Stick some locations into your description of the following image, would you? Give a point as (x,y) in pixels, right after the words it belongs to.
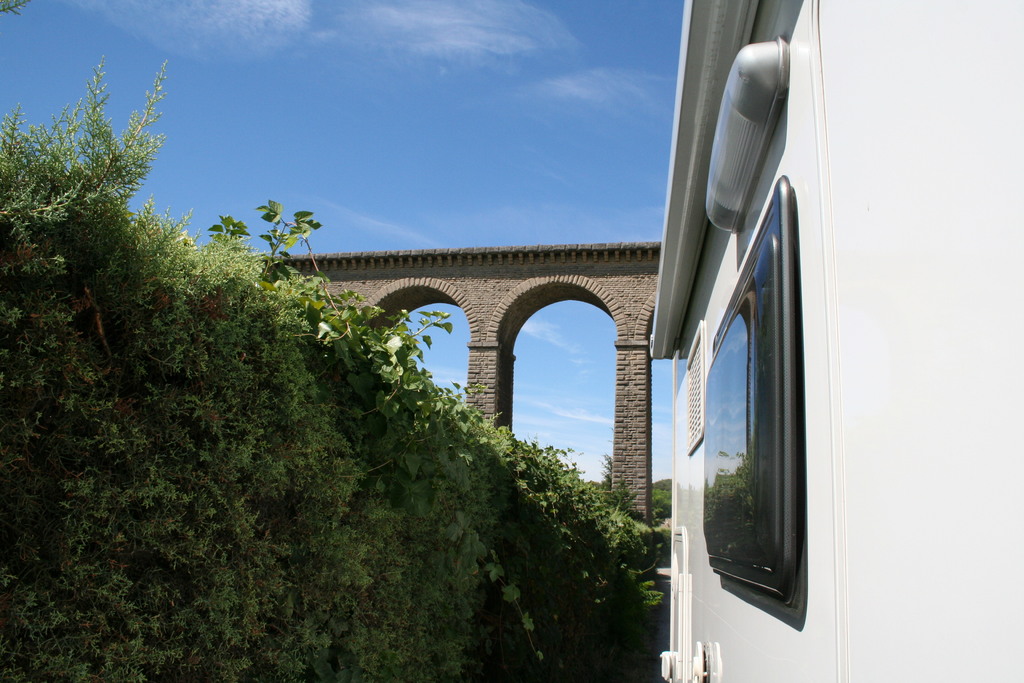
In the front of the image (534,607) there are trees (589,502), white wall (859,122), light (730,158) and window (716,371). In the background of the image (608,117) there are arches (483,315), bridge (457,252) and blue sky (331,138).
